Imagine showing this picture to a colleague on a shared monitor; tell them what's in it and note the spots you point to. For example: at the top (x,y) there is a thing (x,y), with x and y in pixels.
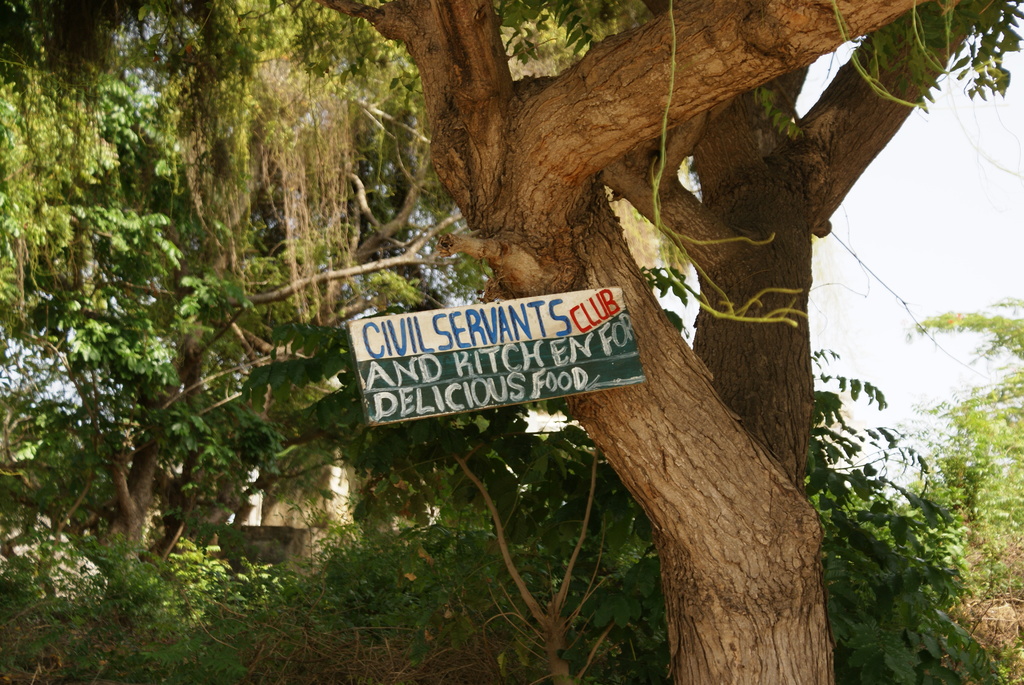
In this picture we can see the sky (950,197), trees (458,218). We can see a board (621,381) with some information.
